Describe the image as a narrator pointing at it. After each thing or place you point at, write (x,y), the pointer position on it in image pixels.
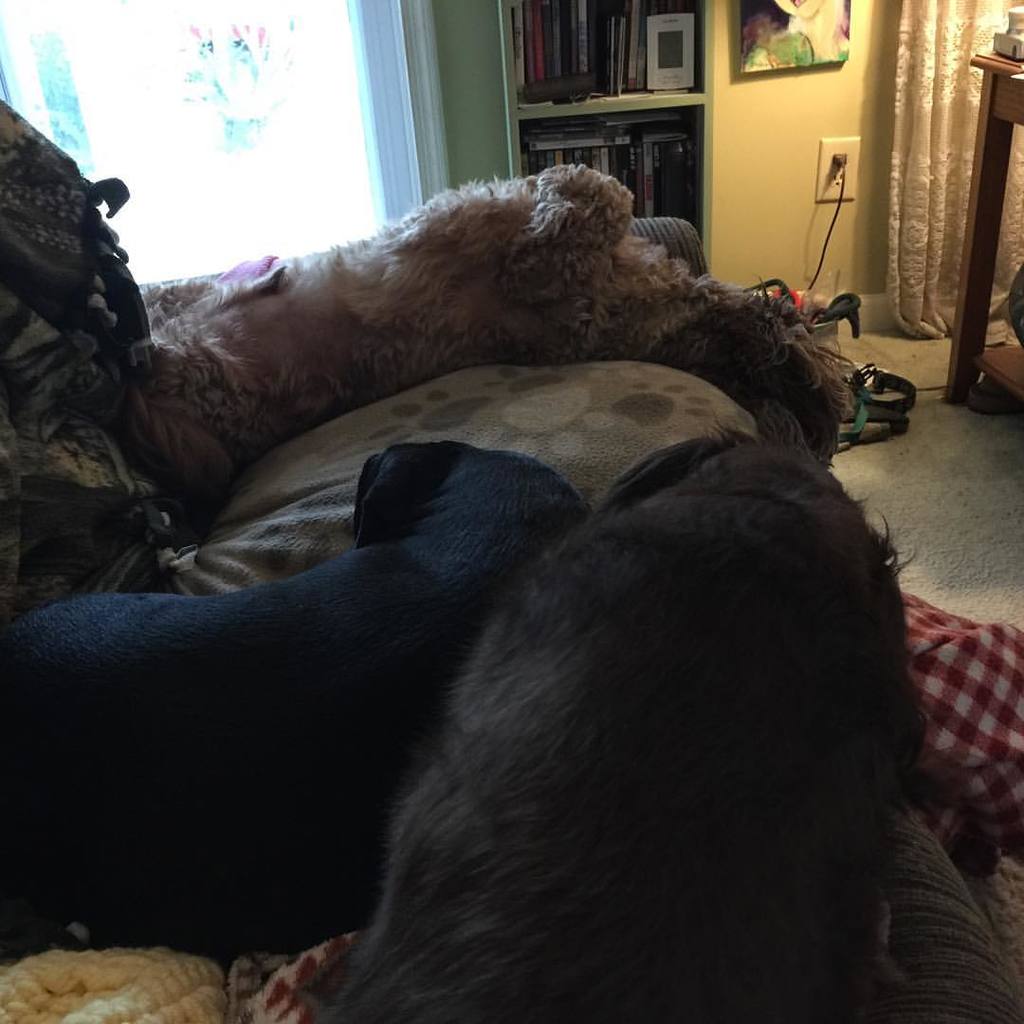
In this picture I can observe three dogs (607,681). One of them is in black color, one is in dark brown color and the other is in brown color. These three dogs (500,646) are lying on the sofa (389,398). I can observe a bookshelf (641,88). On the right side (974,116) there is a table (994,241) and a curtain (906,151). In the background (795,41) I can observe a photo frame (790,57) fixed to the wall (741,166).
